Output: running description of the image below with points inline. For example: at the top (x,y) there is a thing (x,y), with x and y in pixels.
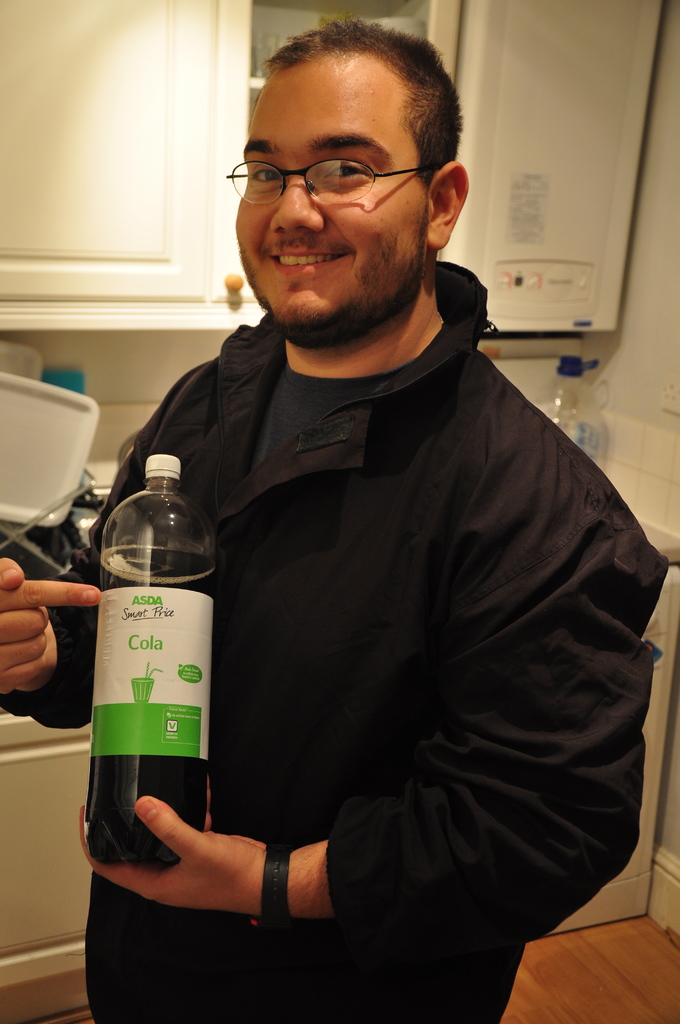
In the center of the image (375,576) there is a man (343,590) standing. He is wearing a black shirt (315,527). He is holding a cola bottle (149,646) in his hand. In the background (223,270) there is a cupboard (235,270) and a counter table (675,551).
